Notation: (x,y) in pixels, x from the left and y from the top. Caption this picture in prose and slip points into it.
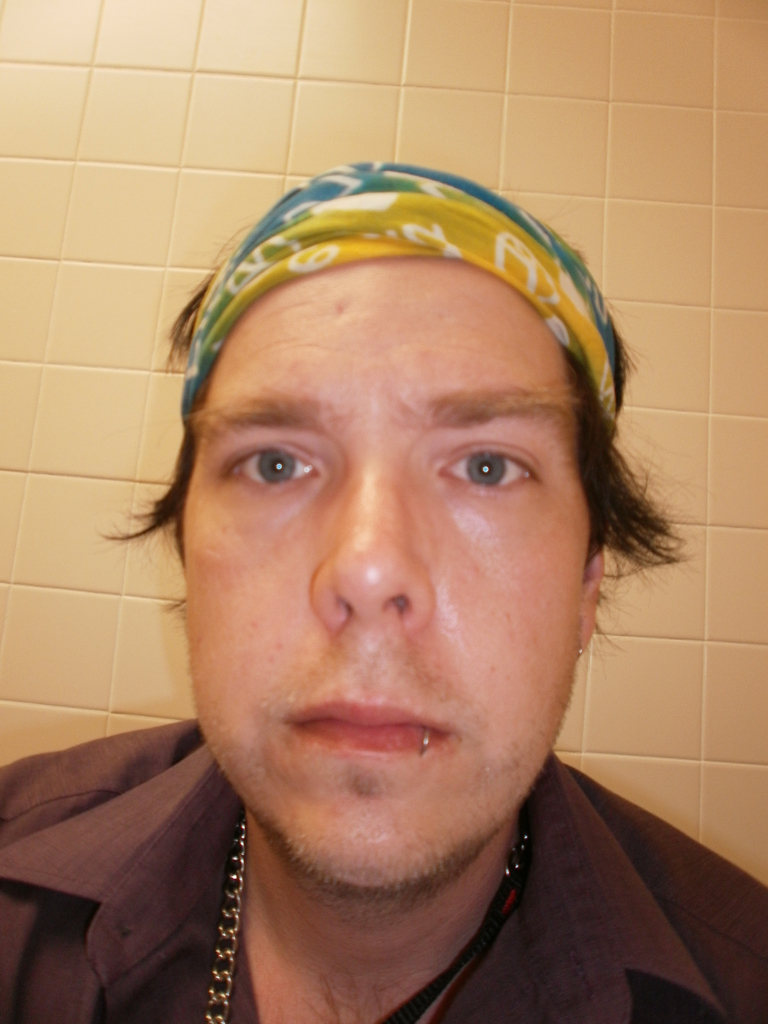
In this picture there is a person (334,746) with brown shirt (7,858). At the back (748,846) there are tiles (751,818) on the wall (568,76).
